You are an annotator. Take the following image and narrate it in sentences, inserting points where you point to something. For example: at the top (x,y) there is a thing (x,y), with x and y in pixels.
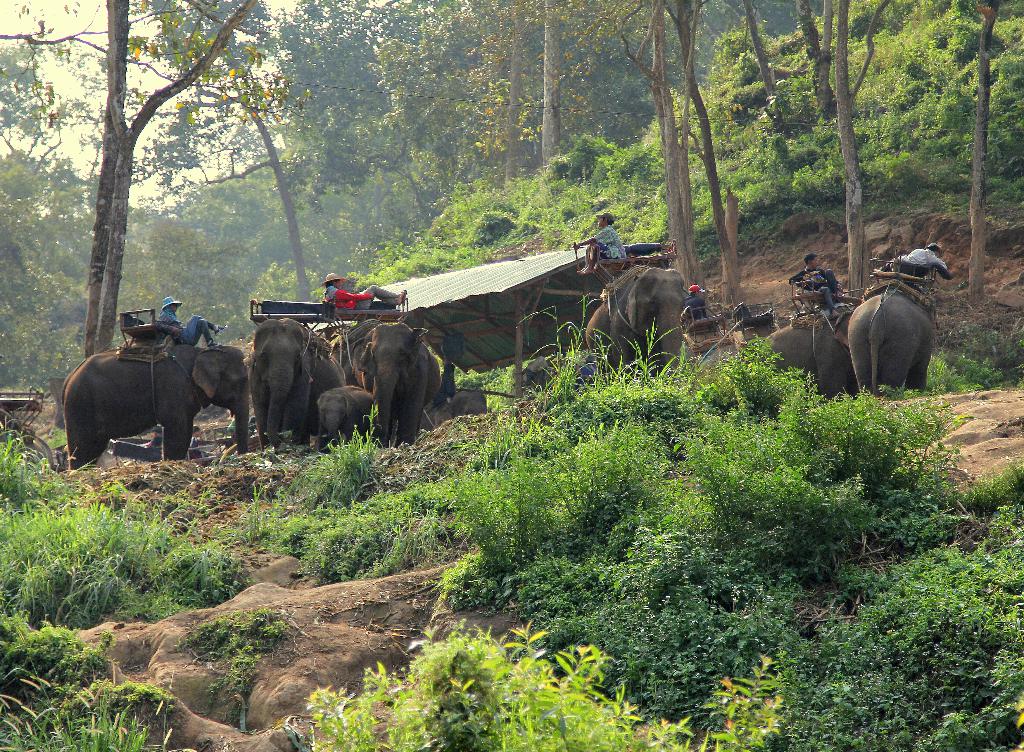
There are few elephants (393,325) where few persons (817,281) are sitting on it and there are trees (596,126) and small plants (735,113) in the background (499,112).
